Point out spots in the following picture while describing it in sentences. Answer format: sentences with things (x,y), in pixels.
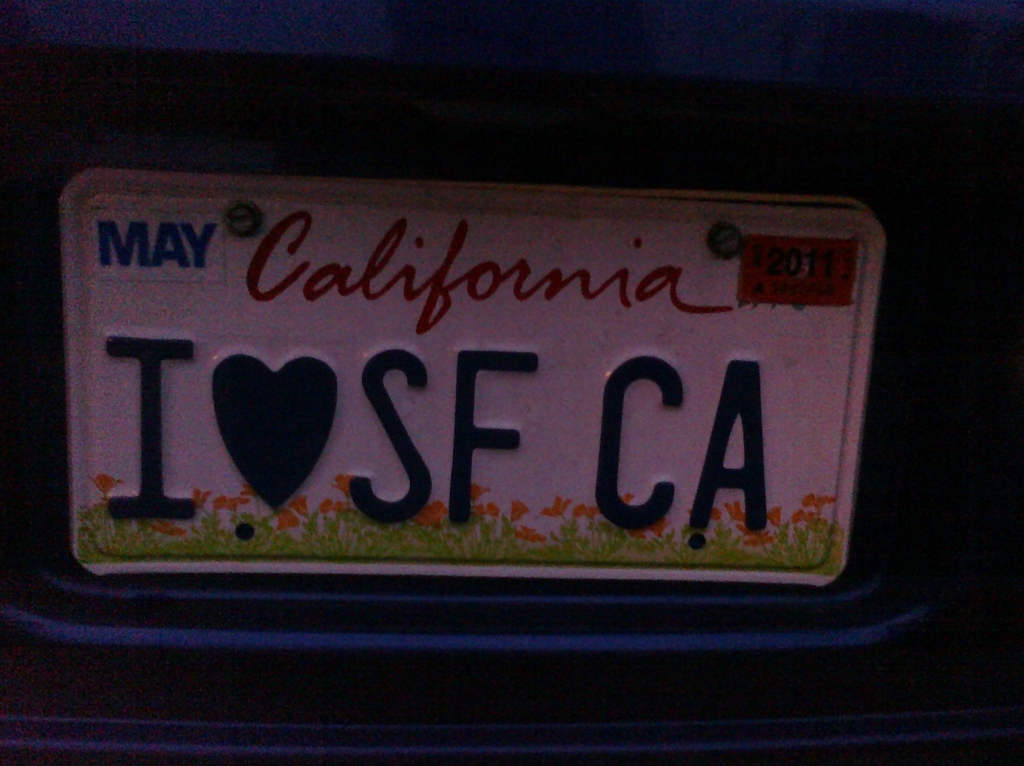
In the picture I can see a board (624,310) on which there is something written on it. The background of the image (593,598) is dark.
